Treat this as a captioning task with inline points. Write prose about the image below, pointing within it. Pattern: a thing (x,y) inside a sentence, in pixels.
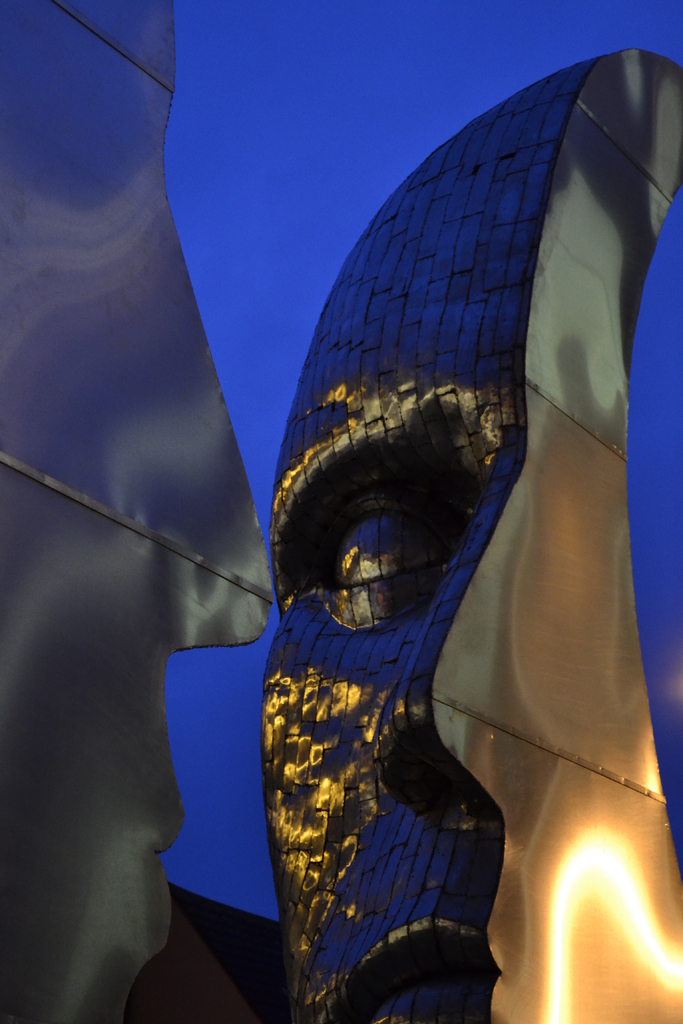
In this image we can see steel sculptures (366,296). Background (334,80) it is in blue color.
